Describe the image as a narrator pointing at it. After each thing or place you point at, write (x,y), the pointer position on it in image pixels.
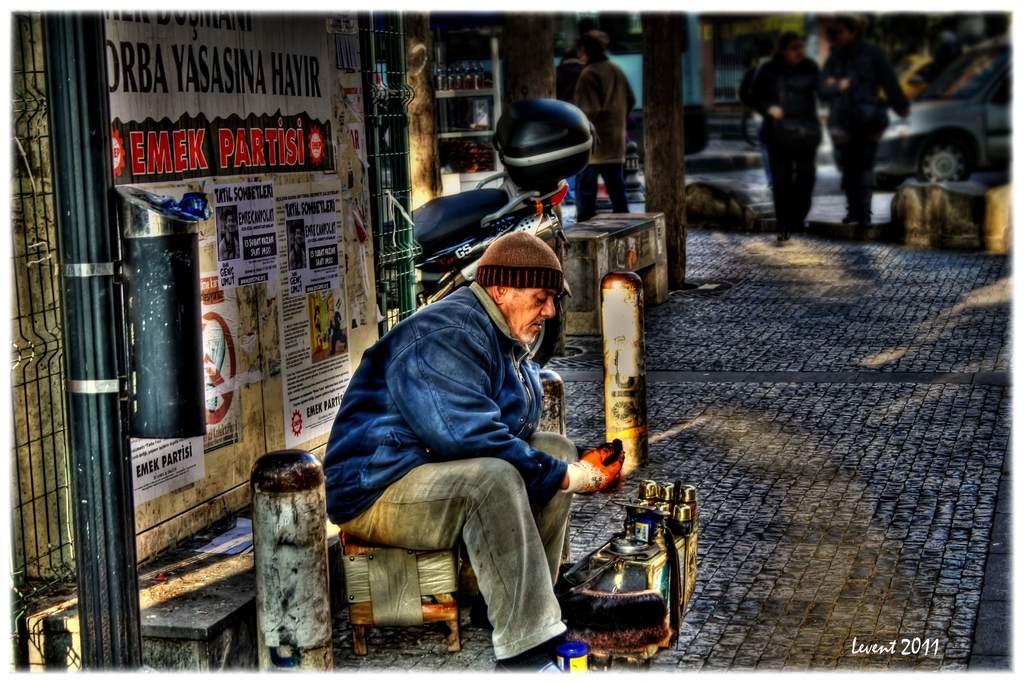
This is an edited image, in this image a man (416,461) sitting on a chair (451,608) and he is polishing the shoes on a footpath (861,404) in the background (812,131) people (773,108) are walking on the footpath (781,248).
